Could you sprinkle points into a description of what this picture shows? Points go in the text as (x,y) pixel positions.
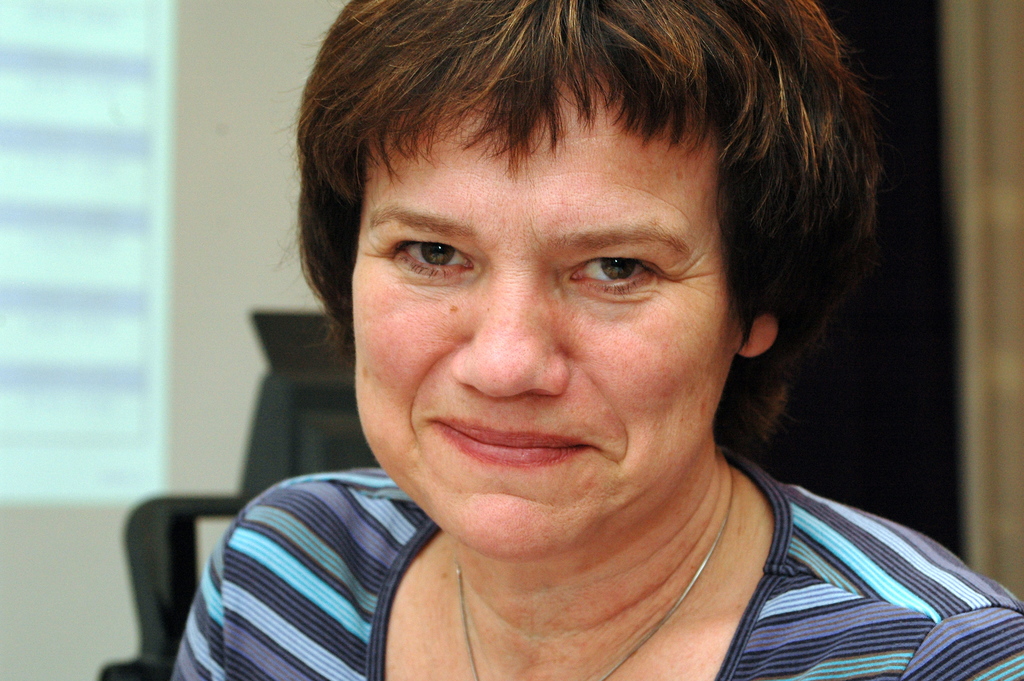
In this image we can see a woman (465,655). In the background (50,366) there is an object (253,455), wall (232,288) and a window (155,277).
